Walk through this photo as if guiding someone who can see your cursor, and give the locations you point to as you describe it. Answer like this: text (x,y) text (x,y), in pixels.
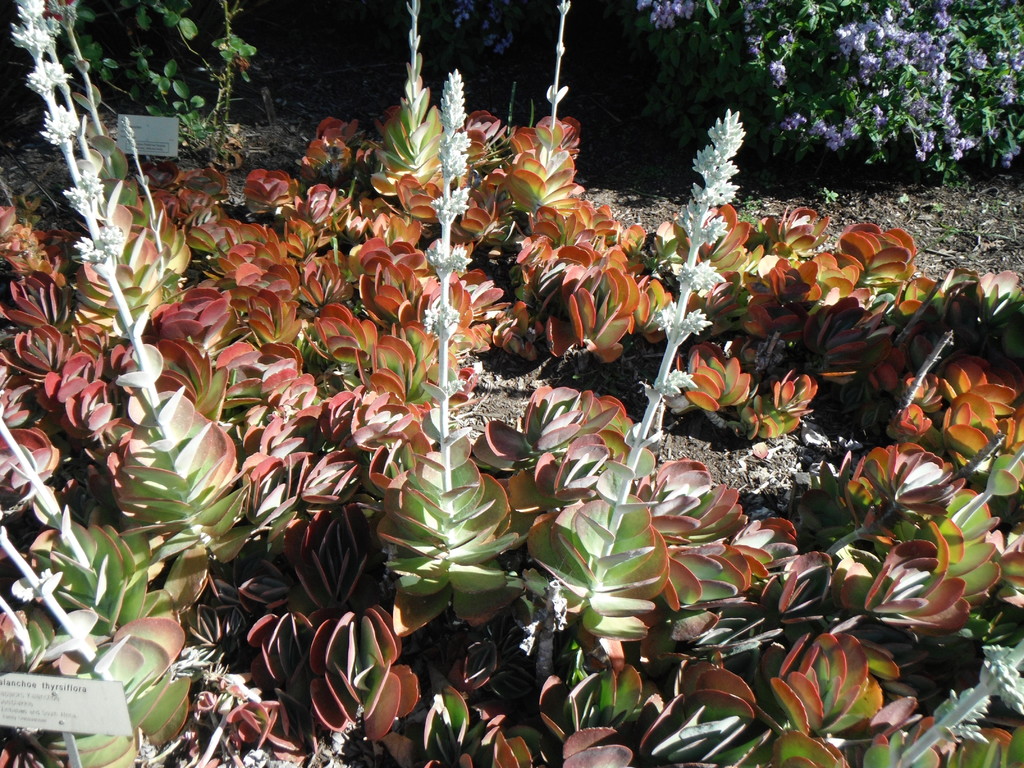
In the foreground of this image (344,464), there are many plants (306,357) on the ground (727,445) and on left bottom corner (57,706), there is a name plate (63,708). On top (732,24), there are trees (729,38) and flowers (855,40).
